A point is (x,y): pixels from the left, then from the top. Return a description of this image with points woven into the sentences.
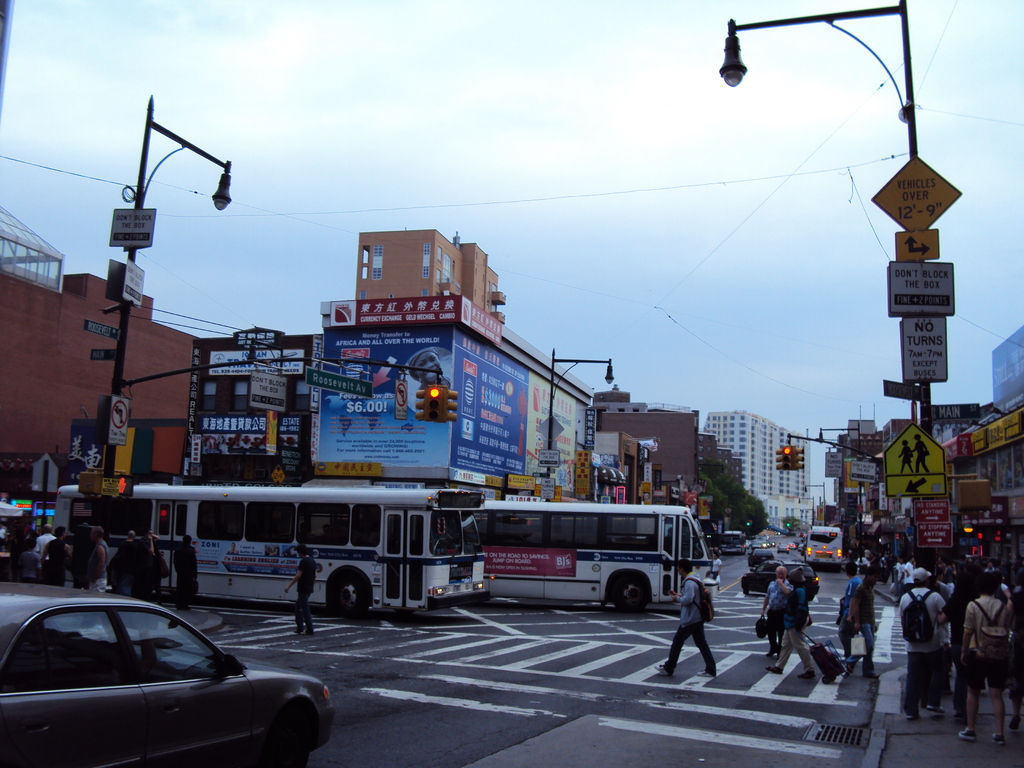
Here we can see people (306,611) and we can see traffic signals (429,391), boards (912,473) and lights (225,168) on poles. Background (2,406) we can see buildings (102,368), hoardings (369,372), trees (709,490) and sky (650,259).
